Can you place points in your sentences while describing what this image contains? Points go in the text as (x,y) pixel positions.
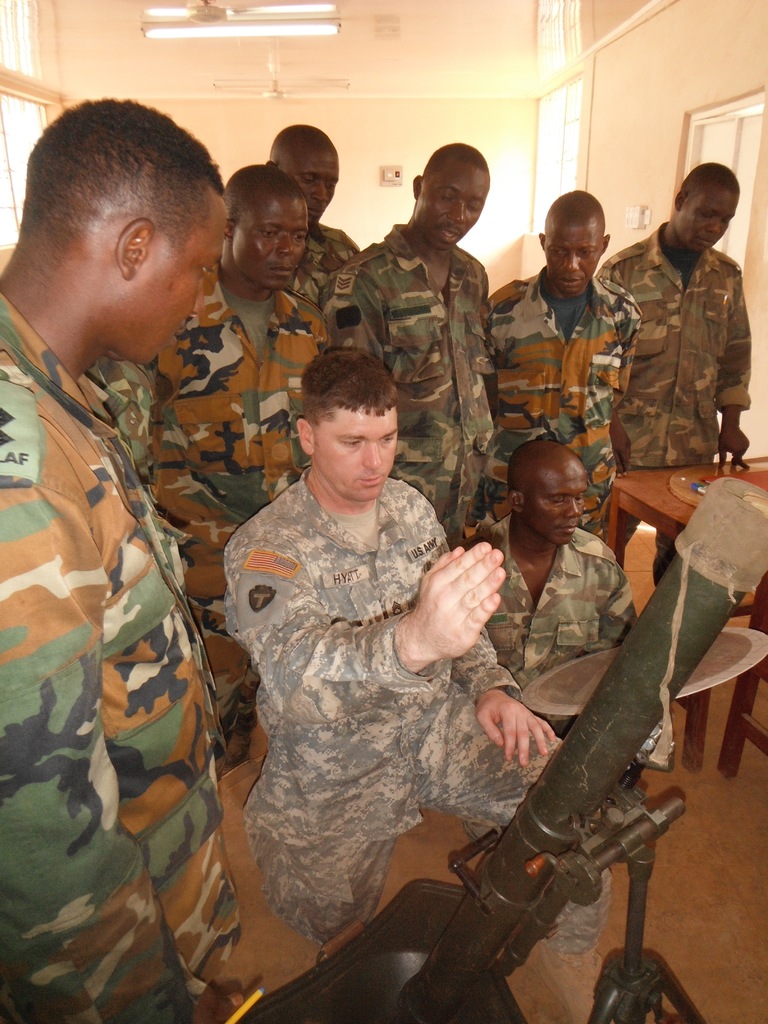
A group of people (111,444) are standing. This is a military weapon (680,626). In-front of this man (687,288) there is a table (618,499). On top (313,17) there is a light (232,33). These persons (301,380) wore a military dress (295,637).
